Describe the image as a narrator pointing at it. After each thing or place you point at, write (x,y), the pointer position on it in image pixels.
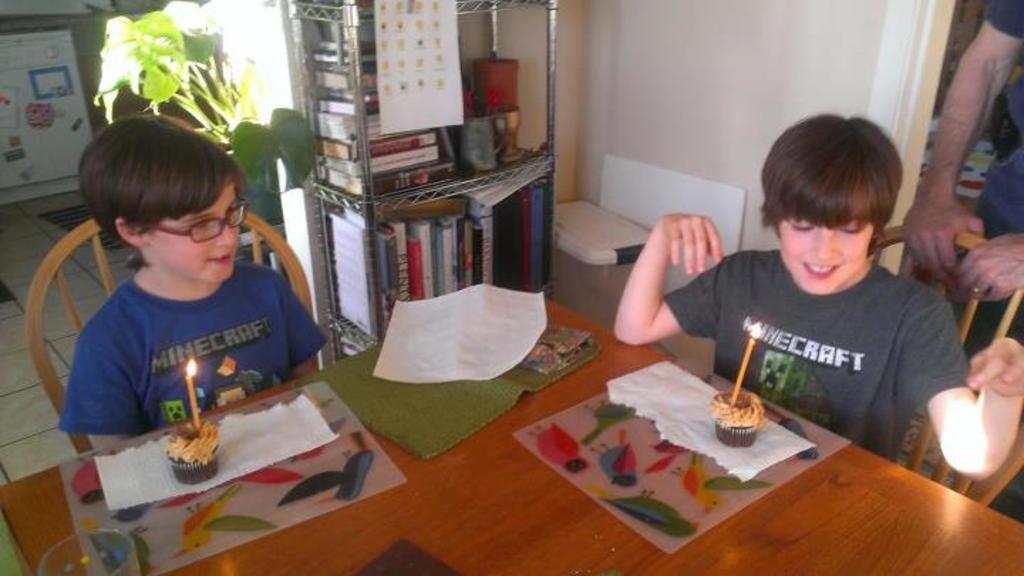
there are two boys (685,290) sitting on a chair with a cake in front of him on the table (565,326).
